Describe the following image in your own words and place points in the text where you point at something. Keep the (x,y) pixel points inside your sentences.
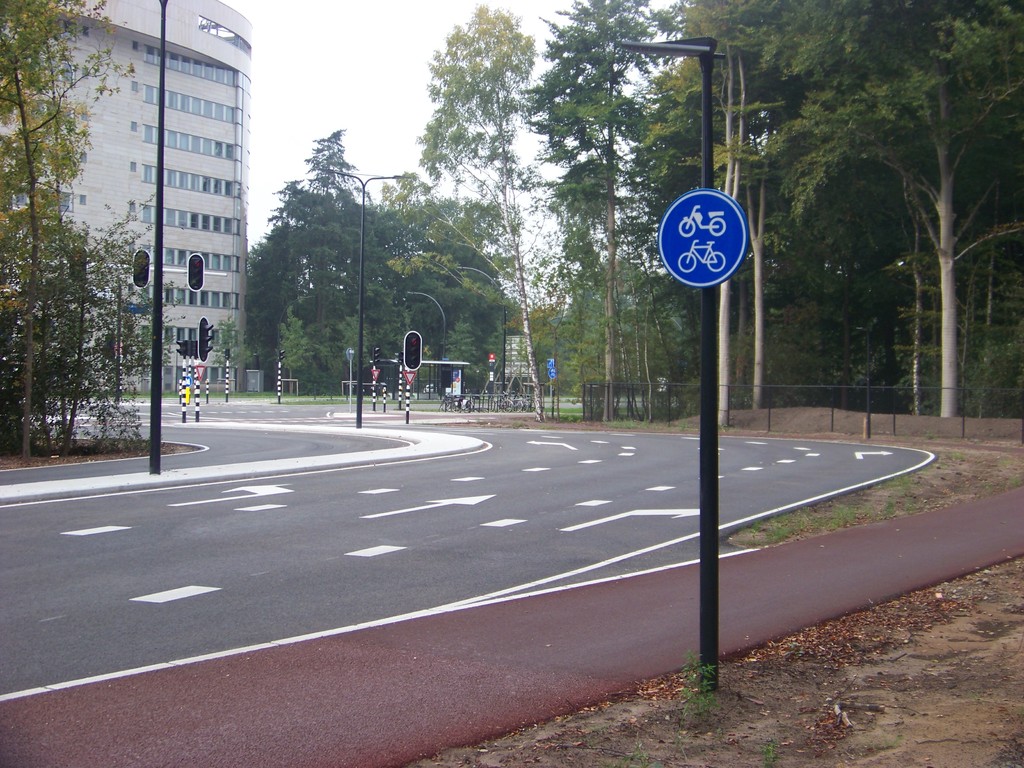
In this picture I can see a building (217,199) and few trees (312,208) and few pole lights (362,286) and I can see sign boards (552,376) to the poles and few traffic signal lights (190,272) to the poles (158,251) and a cloudy sky (416,118).
